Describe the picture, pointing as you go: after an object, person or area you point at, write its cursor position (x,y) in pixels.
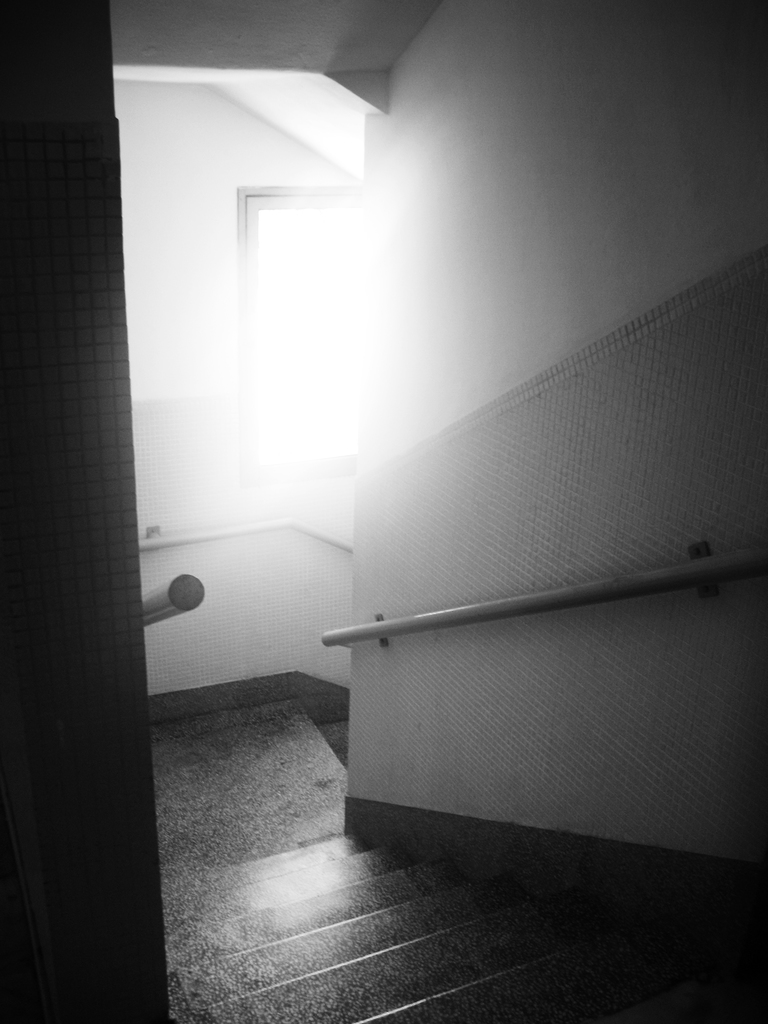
This is a black and white picture of a staircase (307,768) with a window (306,311) in the back (311,255).
